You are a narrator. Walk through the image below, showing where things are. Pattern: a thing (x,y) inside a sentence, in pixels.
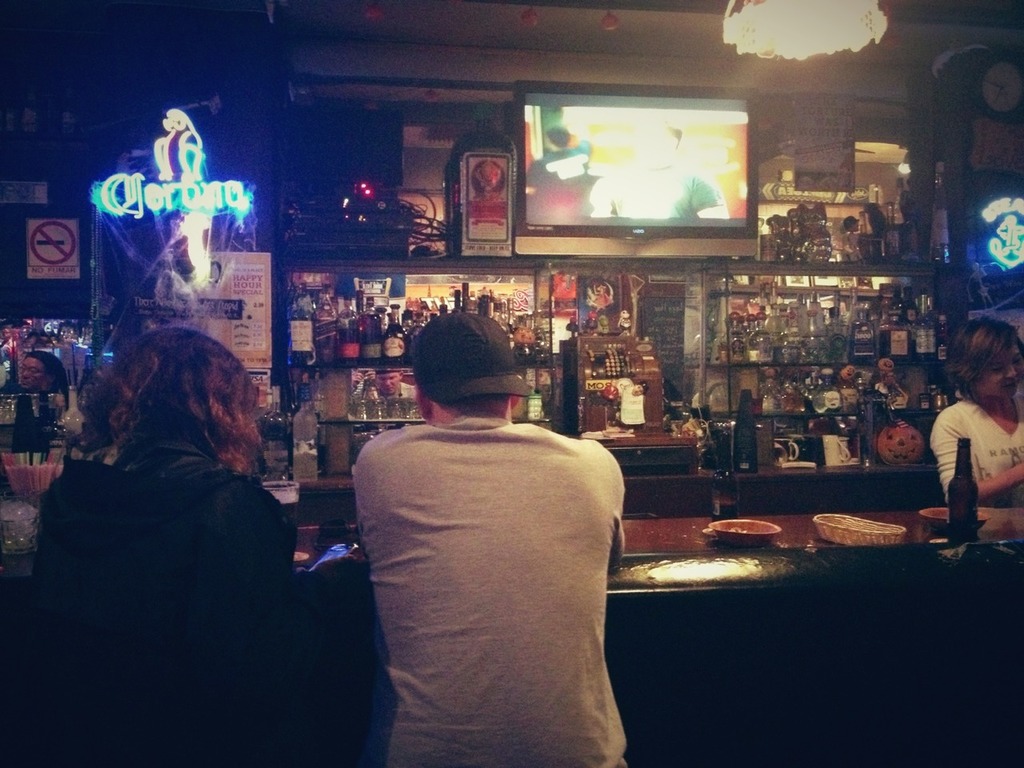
In this image we can see some persons (997,489), bottle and other objects (900,600). In the background of the image (737,99) there is a television (700,143), bottles (292,331), boards (146,309), persons (35,374) and other objects (579,307). At the top of the image (981,15) there is the ceiling (995,9) with lights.
